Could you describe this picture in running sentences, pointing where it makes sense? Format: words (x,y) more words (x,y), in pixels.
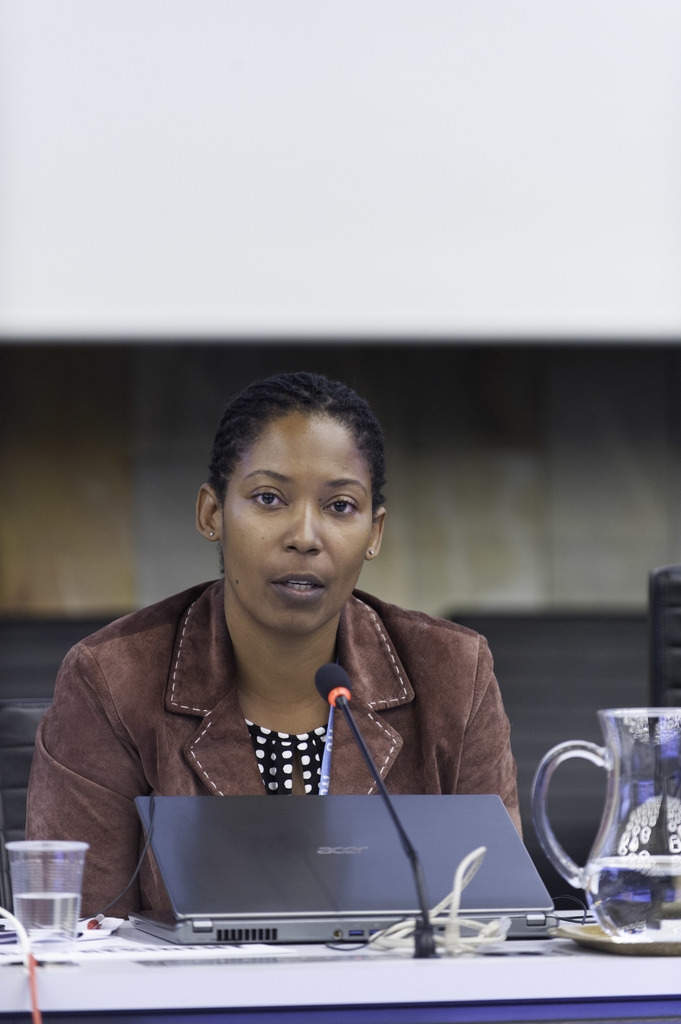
This is the image where a woman (439,768) is sitting on the chair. In front of her there is a table (291,989) upon which there a laptop (342,893), a glass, a water jar (614,886) and a mic (326,687).
